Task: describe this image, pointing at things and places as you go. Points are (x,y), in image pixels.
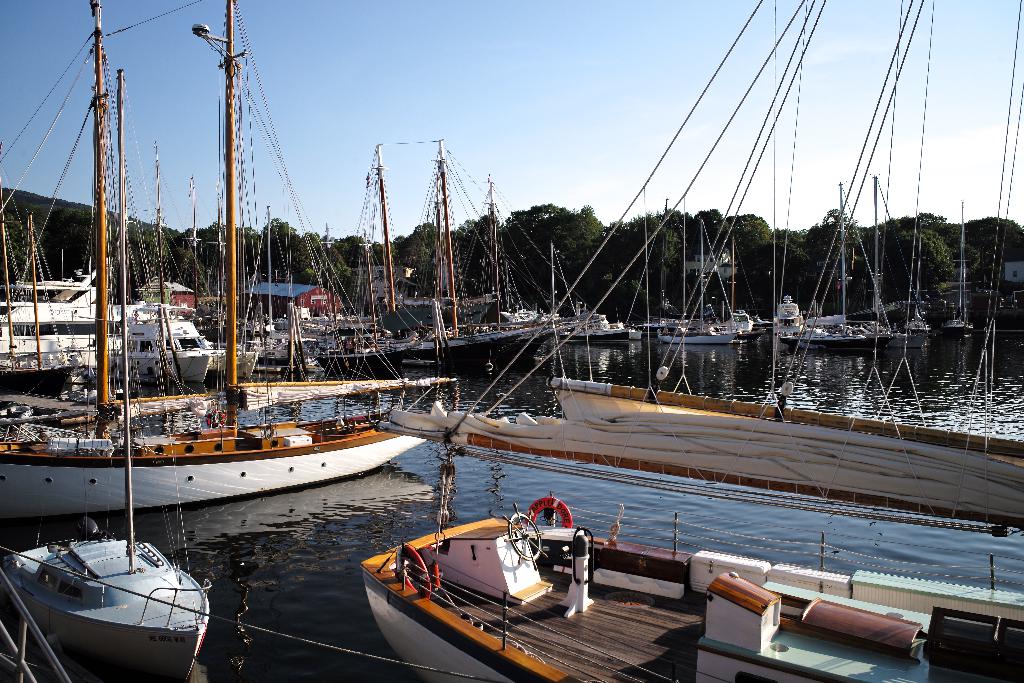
In this image there are few ships (294,474) in the water (527,470), few houses (330,308), trees (272,231), poles (100,14), cables (264,231) and the sky (366,159).
